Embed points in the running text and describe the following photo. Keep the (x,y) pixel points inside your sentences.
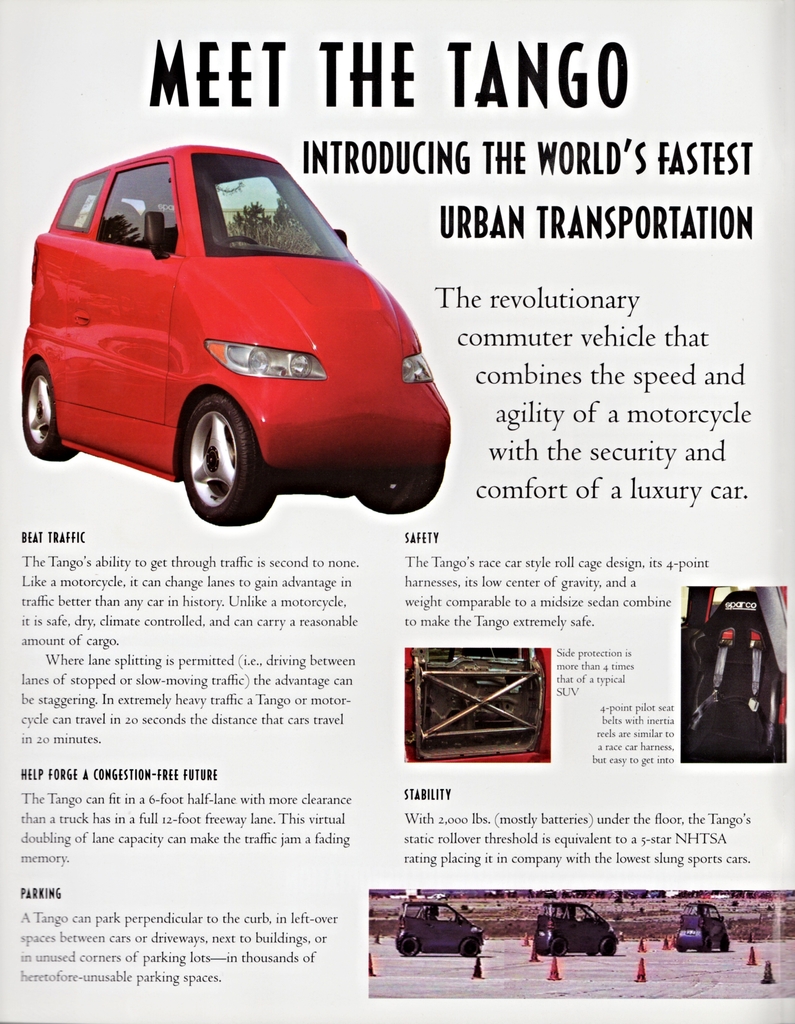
In this image we can see a sheet (341,538), in which it describes about a car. The car name is tango. Whereas here car parts (466,742) are explained in the sheet (690,791).
